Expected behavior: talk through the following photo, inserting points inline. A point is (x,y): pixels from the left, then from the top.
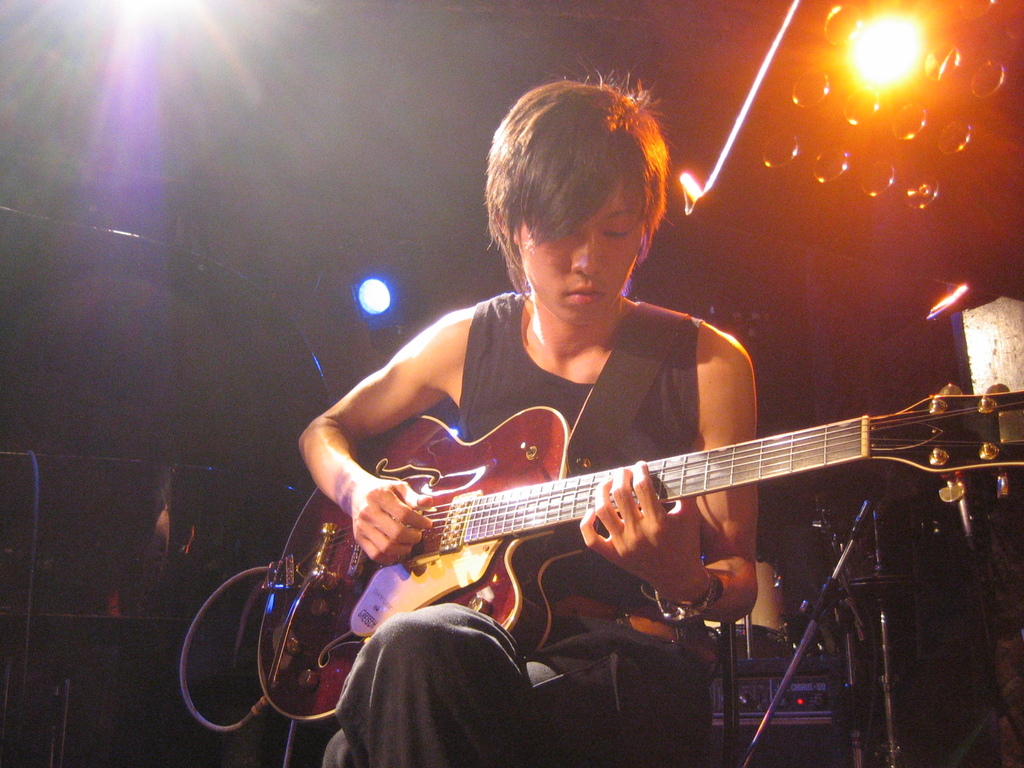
In this image I can see a person (463,309) with guitar (784,458) in hand (633,474). In the background (910,71) I can see a light (858,46).
